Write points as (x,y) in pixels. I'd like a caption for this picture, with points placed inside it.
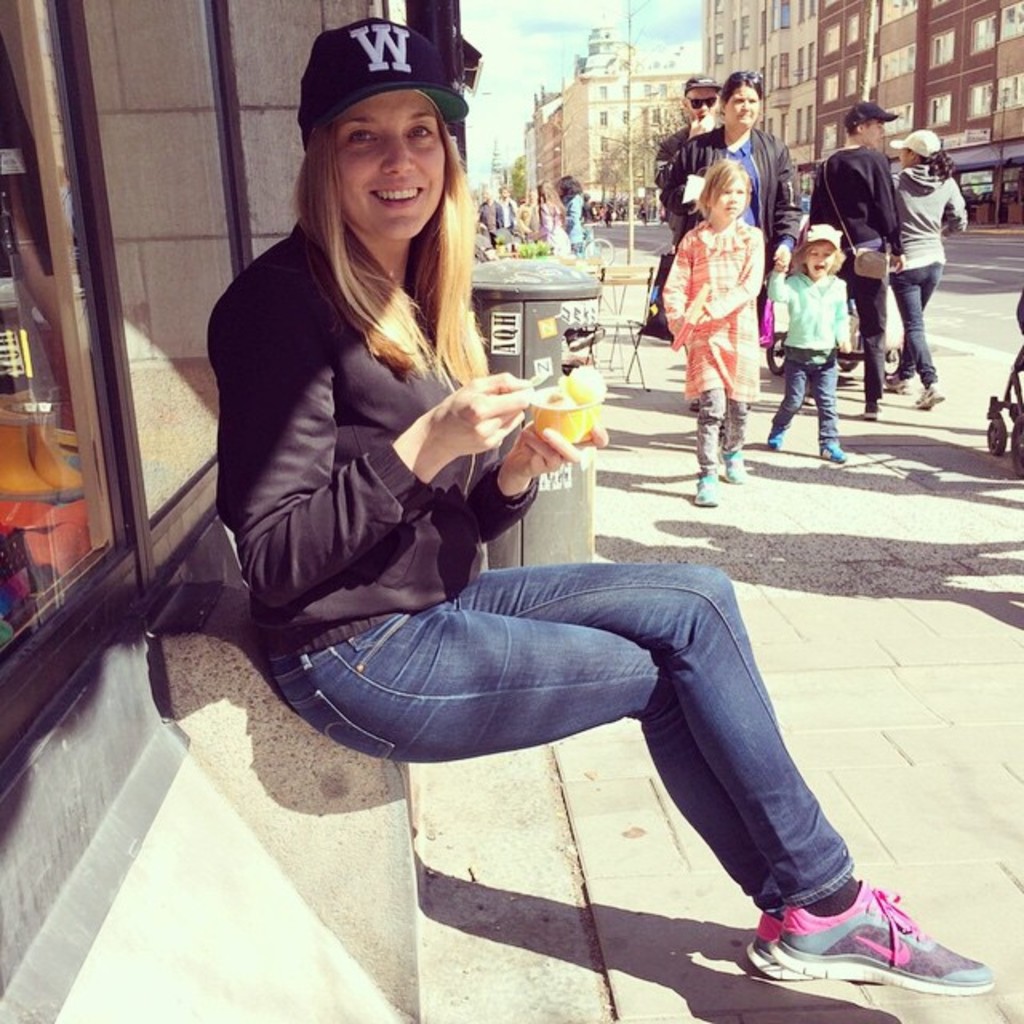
There is a woman (339,421) wearing black jacket (329,420) is holding a edible (536,412) in her hand (477,427) and there are few people (839,230) standing in the right corner (890,233) and there are buildings (565,107) and trees (595,170) in the background (616,107).
